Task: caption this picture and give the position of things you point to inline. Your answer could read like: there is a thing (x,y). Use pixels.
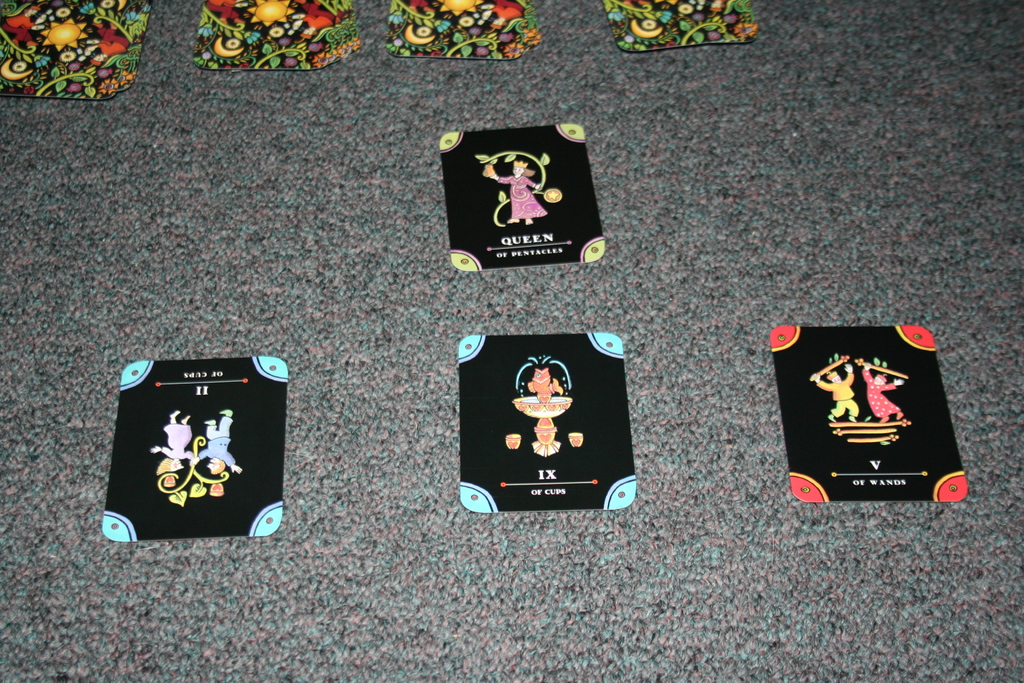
In this picture we can see cards (876,464) and these cards (715,38) are placed on a platform (289,258).
